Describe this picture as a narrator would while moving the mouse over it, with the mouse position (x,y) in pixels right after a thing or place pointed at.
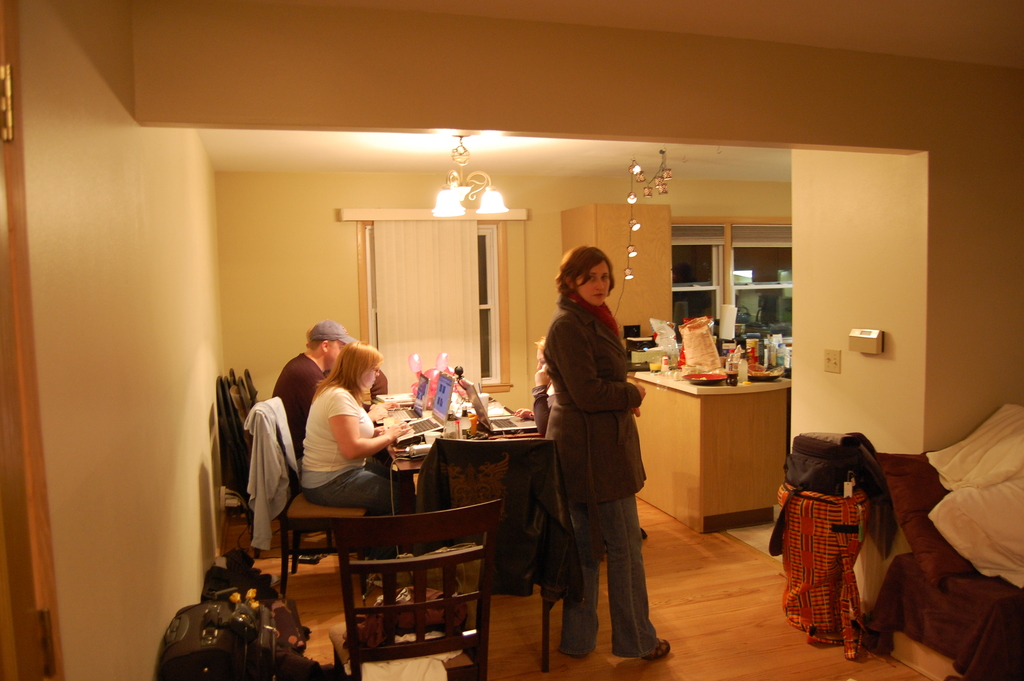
In this image i can see group of persons (353,446) sitting on the table (420,464) and a person (581,390) standing near the table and at the background of the image (685,364) there are some food items (726,350).
